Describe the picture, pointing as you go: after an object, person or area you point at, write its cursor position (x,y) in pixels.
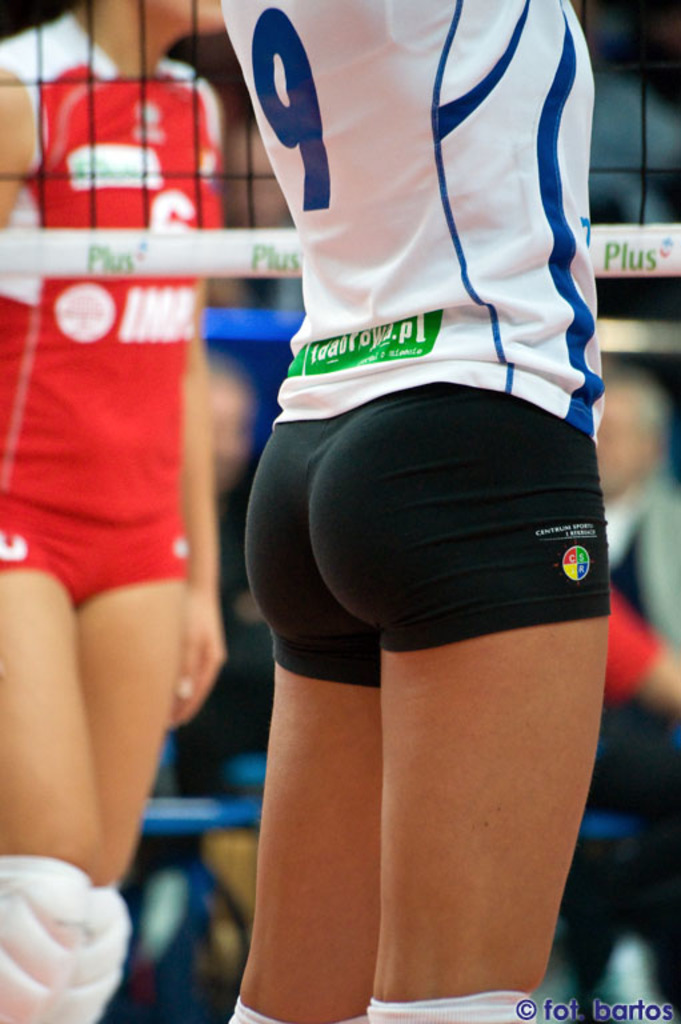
In this picture we can see two persons (113,823) standing, net (607,250) and in the background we can see some persons (649,442) and it is blur.
